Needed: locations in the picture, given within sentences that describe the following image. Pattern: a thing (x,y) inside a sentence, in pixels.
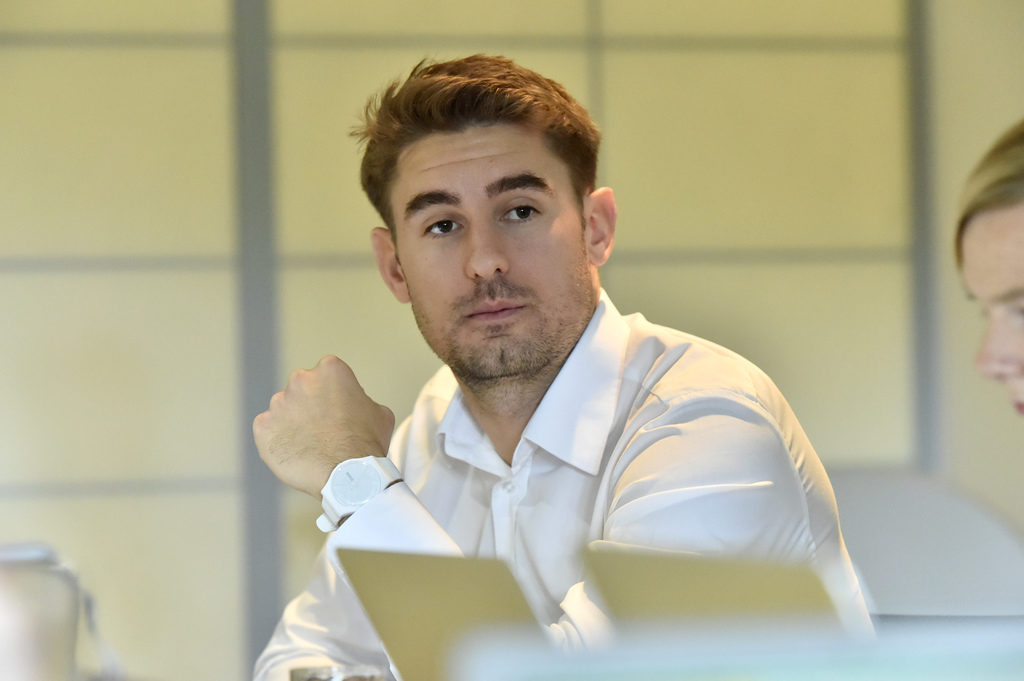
In this image we can see a man (547,270) and a woman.
